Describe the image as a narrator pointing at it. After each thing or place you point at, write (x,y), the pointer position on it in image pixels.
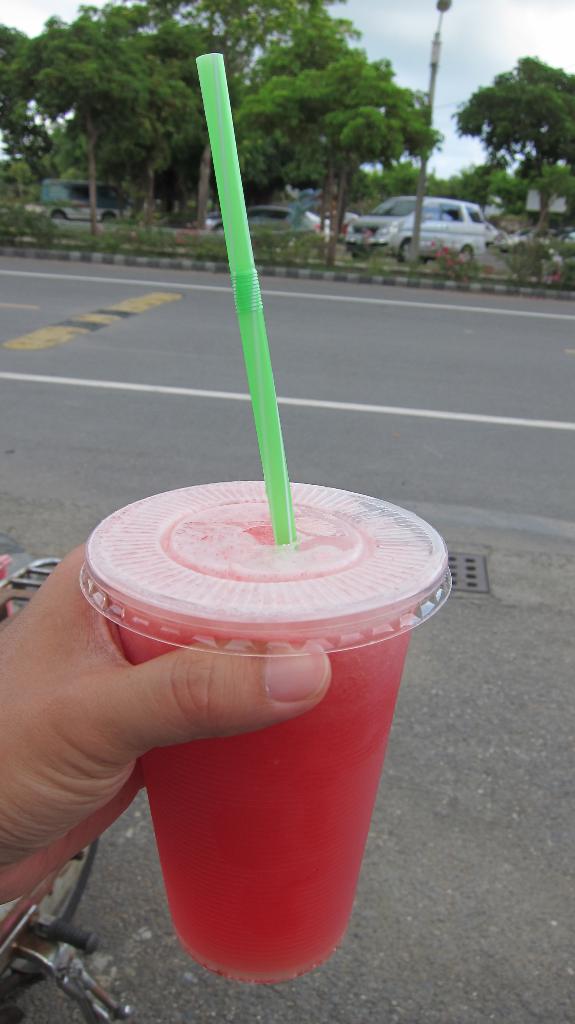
In this image in the front (135,713) there is a person (135,713) holding a glass (354,702) and there is a straw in the glass (275,598) and there is a vehicle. In the background (335,145) there are trees (364,184), cars (467,219), poles (417,237) and the sky (458,52) is cloudy.
